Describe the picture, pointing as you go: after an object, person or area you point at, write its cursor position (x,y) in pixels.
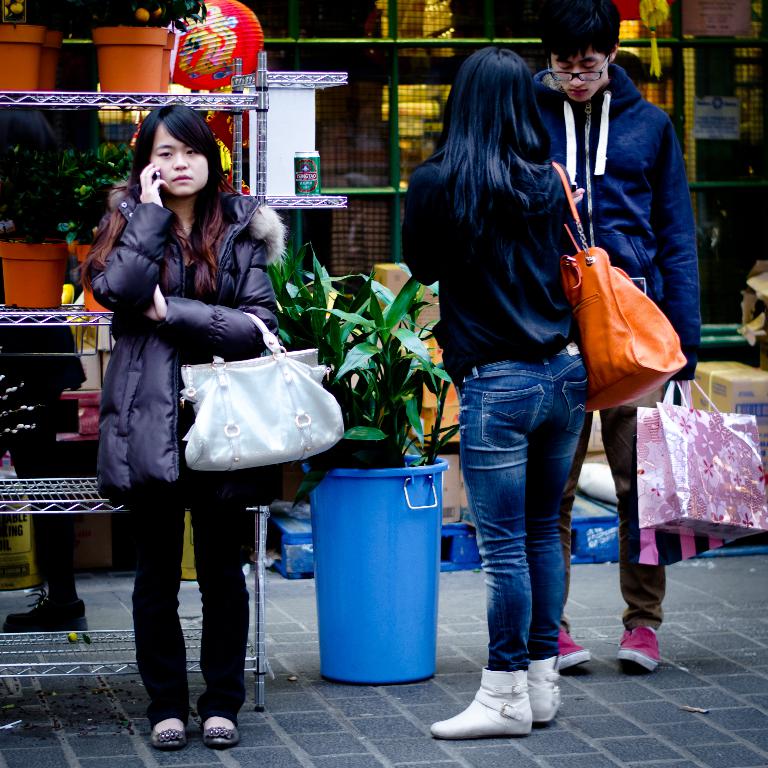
There are three people (213,274) in the picture two women (243,339) and one man (640,274), the first woman (153,252) is talking on a phone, the second woman (482,212) is talking to the man (574,83) beside her, in between them there is a plant (388,289), behind the first woman (139,402) there are some trees (173,17), in the background (396,54) there is a green color mesh (385,175).
